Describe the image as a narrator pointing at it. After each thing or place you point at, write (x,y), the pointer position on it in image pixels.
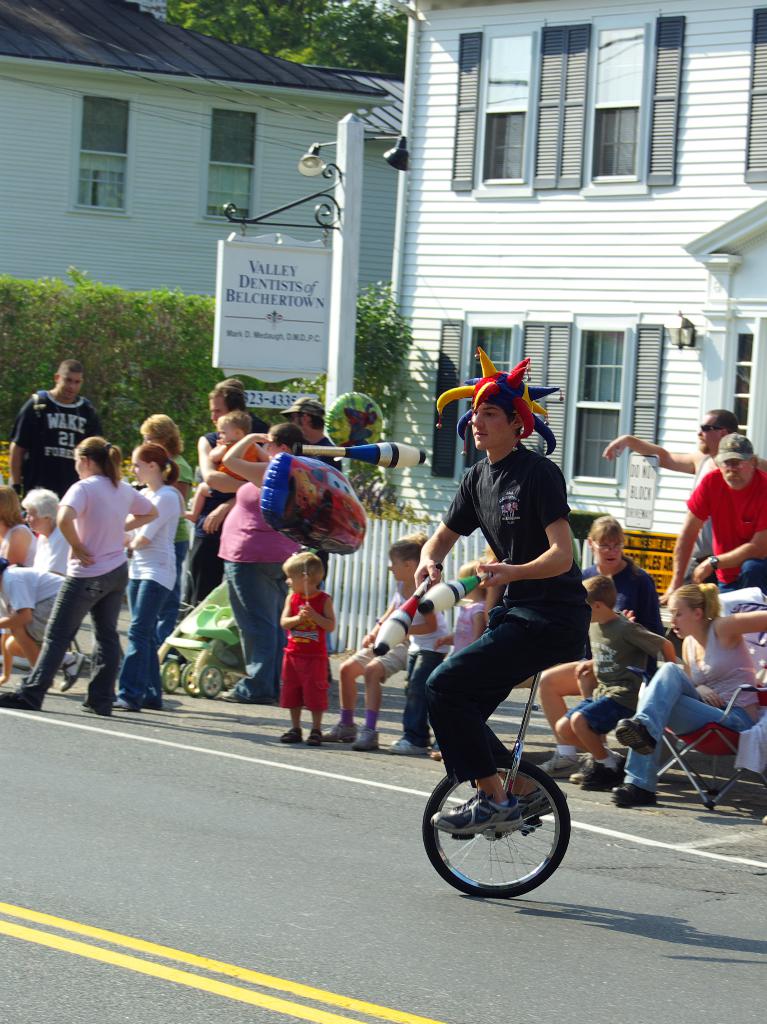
In this image we can see a person (518,434) sitting on the unicycle (511,768), persons (149,558) standing on the road (282,812) and some are sitting in the chairs (728,739). In the background (333,242) we can see buildings (391,87), street poles (348,147), street lights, information boards (247,305), creepers (188,379), trees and wooden fence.
